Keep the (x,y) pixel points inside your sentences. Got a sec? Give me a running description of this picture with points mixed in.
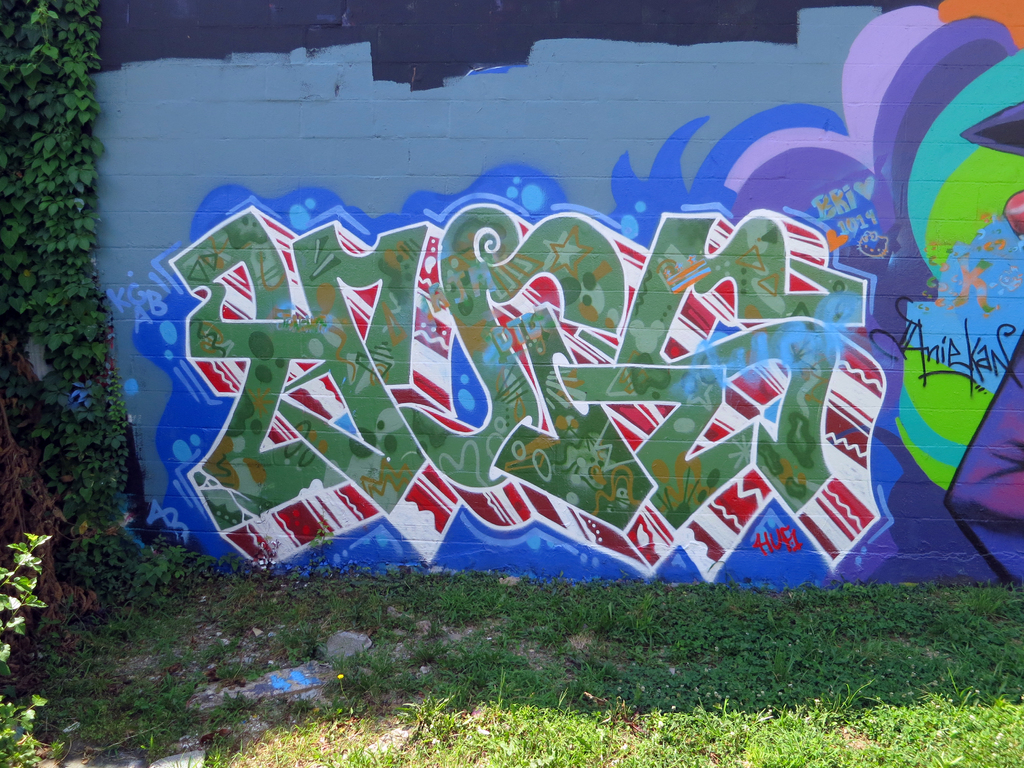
Here we can see graffiti (418,345) on a wall (330,344). On the left (11,332) we can see plants (98,544). At the bottom (403,704) we can see grass (418,661) and small stones (300,689) on the ground (523,663).
